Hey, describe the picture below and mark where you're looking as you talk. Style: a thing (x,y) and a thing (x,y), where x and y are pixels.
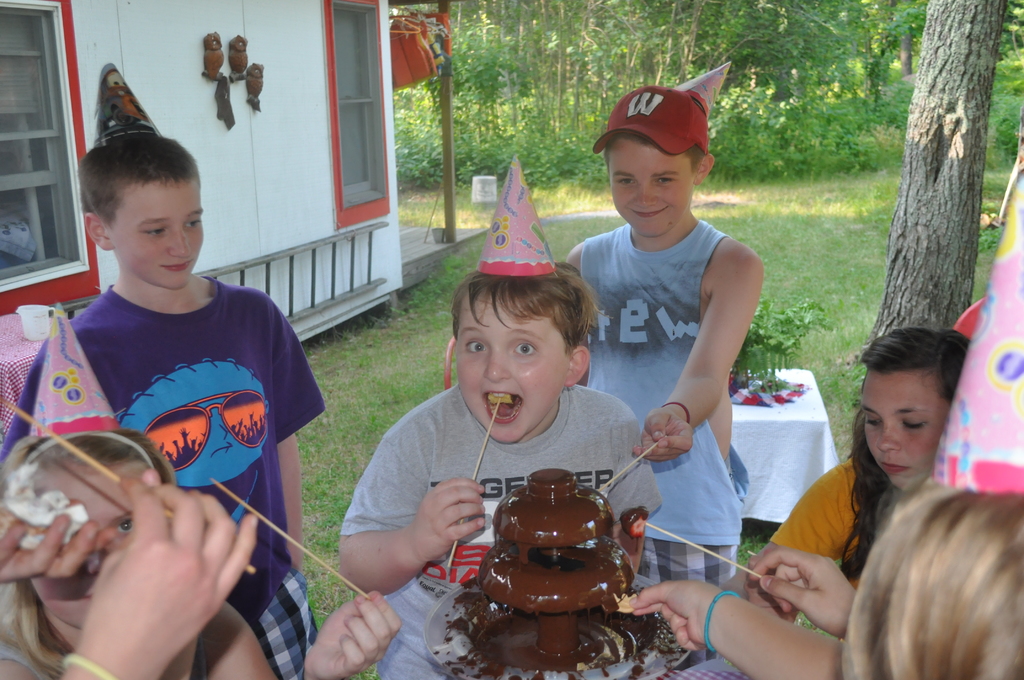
Here I can see few children (596,408) wearing t-shirts (210,420), shorts (297,632), caps (120,90) on their heads (538,320) and dipping food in the chocolate fountain (575,595) which is placed on the table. In the background (847,227), I can see the grass (809,217) and trees (634,55). On the left side (175,76), I can see a wall (257,156) along with the windows (22,83) and also there is a ladder (276,256). On the right side (954,119), I can see a tree trunk (961,125).
